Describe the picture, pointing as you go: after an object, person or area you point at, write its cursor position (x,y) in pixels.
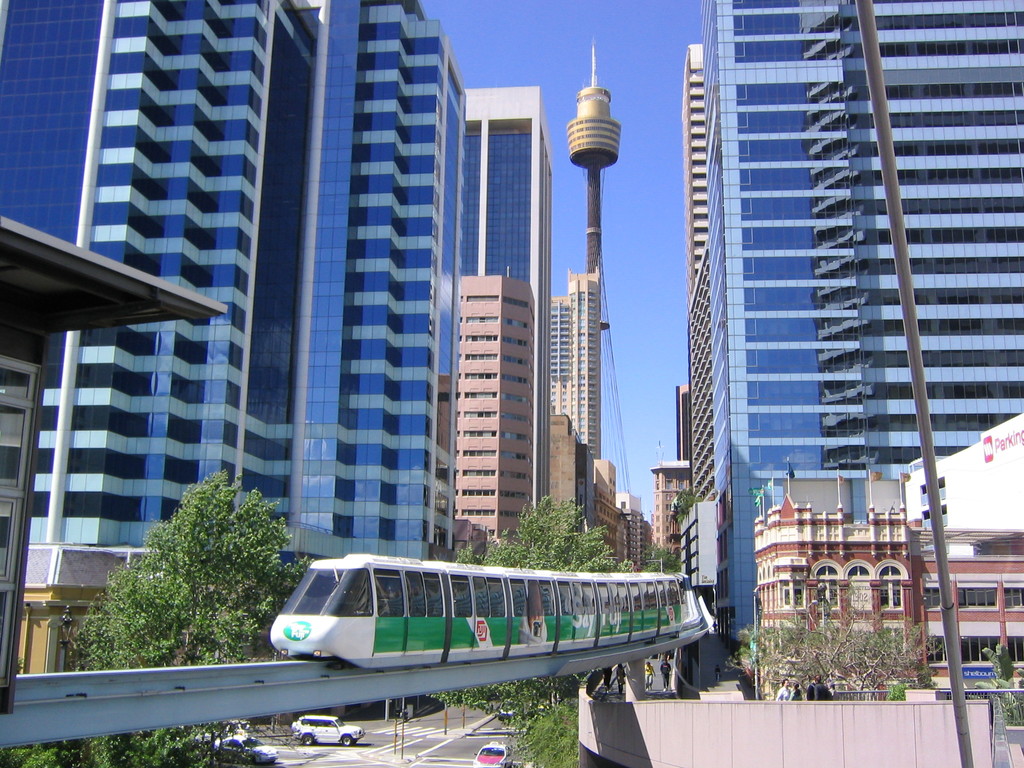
In this picture I can observe a train (364,600) moving on the track (253,686). In the bottom of the picture (335,724) I can observe some cars (346,739) moving on the road (358,753). I can observe some trees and buildings (808,198) in this picture. In the background (659,196) there is sky (644,186).
